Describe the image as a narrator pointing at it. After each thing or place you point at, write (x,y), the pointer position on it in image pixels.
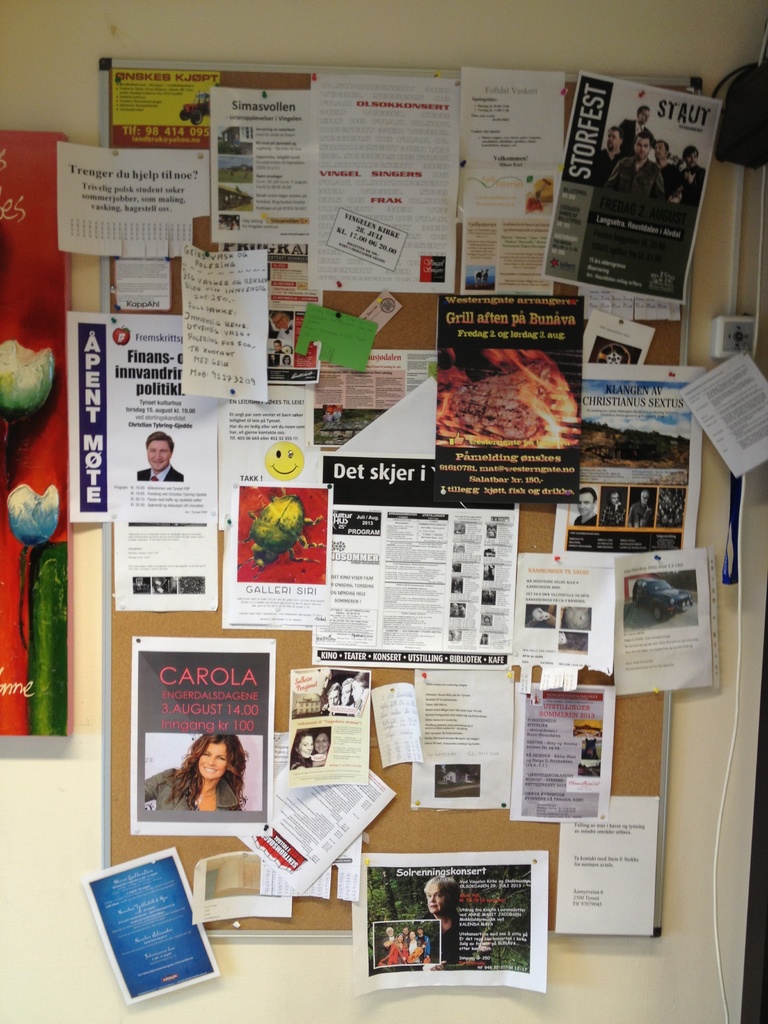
There is a notice board (281,674) and plenty of posters (255,251) are stick to the notice board (437,819), in the background (187,10) there is a wall (55,951).
